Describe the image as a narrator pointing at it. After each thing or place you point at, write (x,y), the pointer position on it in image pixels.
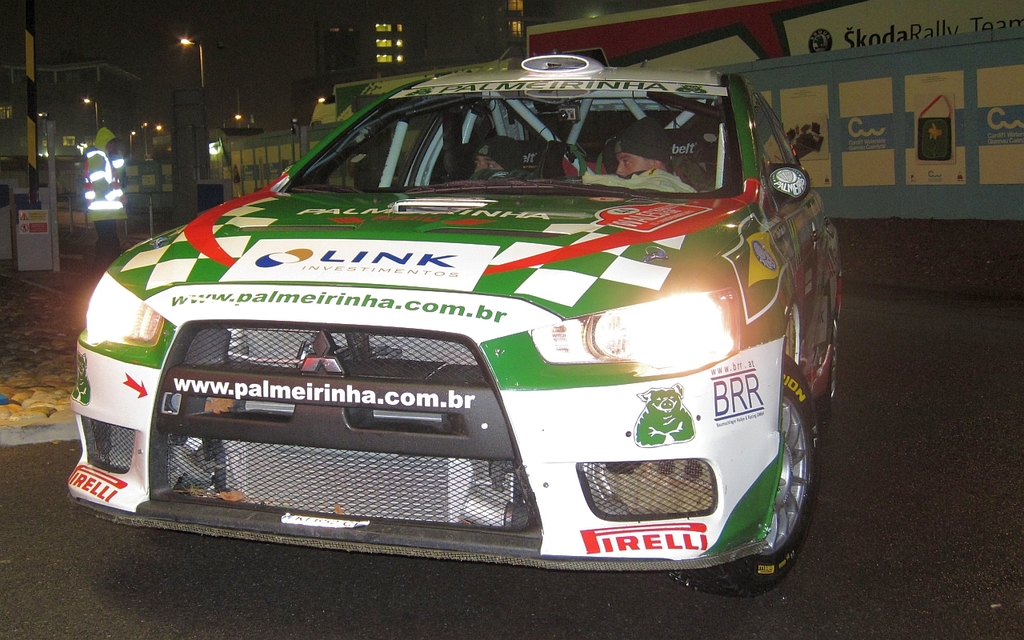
In the center of the image (569,247) there is a car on the road (553,571). In the background of the image (349,64) there are buildings (141,88). There are light poles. There is a wall (926,65) with posters (990,155).
